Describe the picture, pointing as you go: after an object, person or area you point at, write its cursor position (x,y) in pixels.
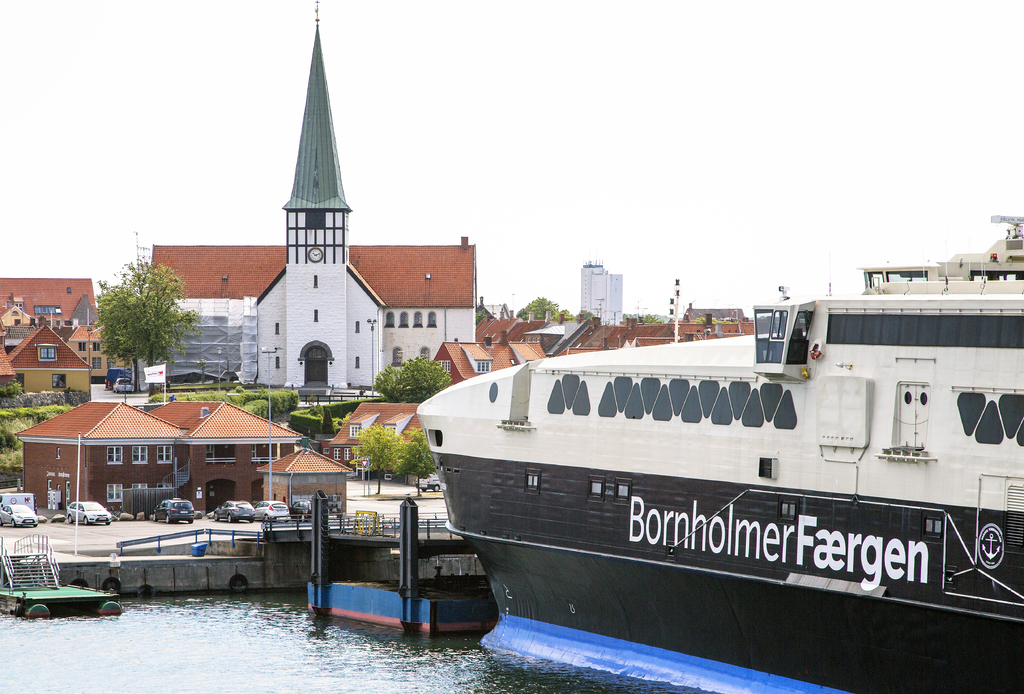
This picture is clicked outside. On the right (860,334) there is a ship (671,615) in the water body (275,641). In the center (391,281) we can see the buildings (322,353), trees (172,342) and some vehicles (95,503) and a spire (302,147). In the background (525,135) there is a sky (824,88) and some other items (610,334) and we can see the text (797,524) on the ship (845,523). On the left corner (32,574) there is a staircase (27,561).
